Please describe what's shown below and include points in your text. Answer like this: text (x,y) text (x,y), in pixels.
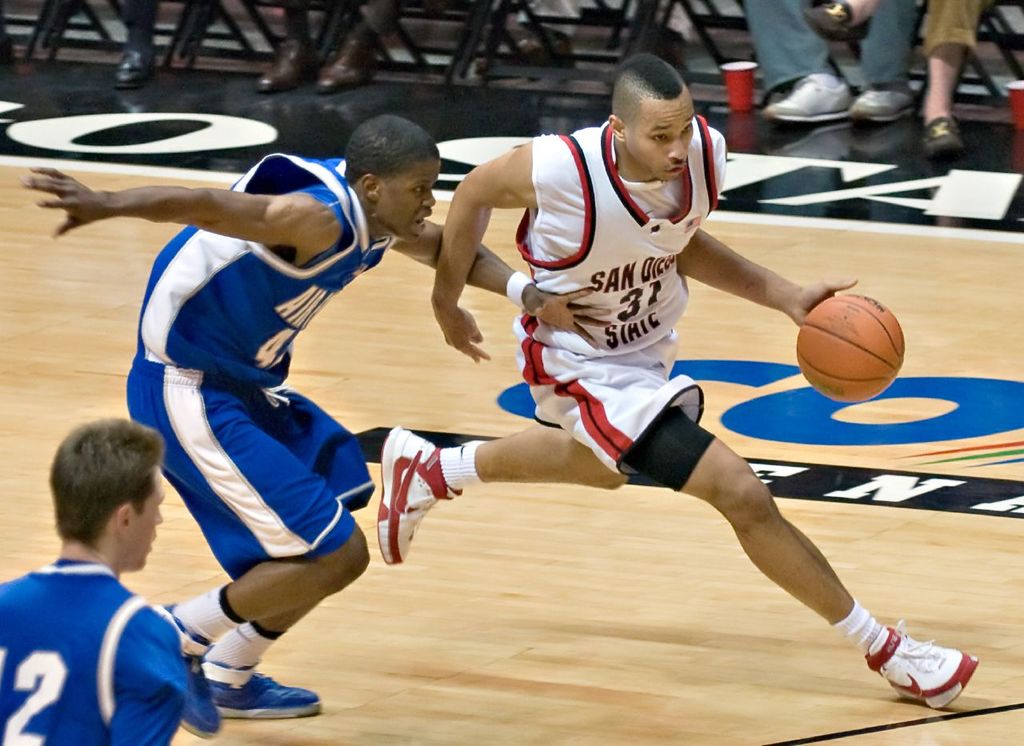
At the left corner of the image (153,650) there is a man (108,635) with a blue dress (106,590). In front of him there is a man (240,386) with blue dress (260,440) is running on the floor (295,666). Beside him there is a man (657,180) with white dress (656,399) is running on the floor (90,180) and holding the ball (829,322) in his hand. At the top of the image (931,103) there are few chairs (35,42), legs (364,43) of the humans (888,73) and also there are red color glass (743,95) on the floor (68,308).
